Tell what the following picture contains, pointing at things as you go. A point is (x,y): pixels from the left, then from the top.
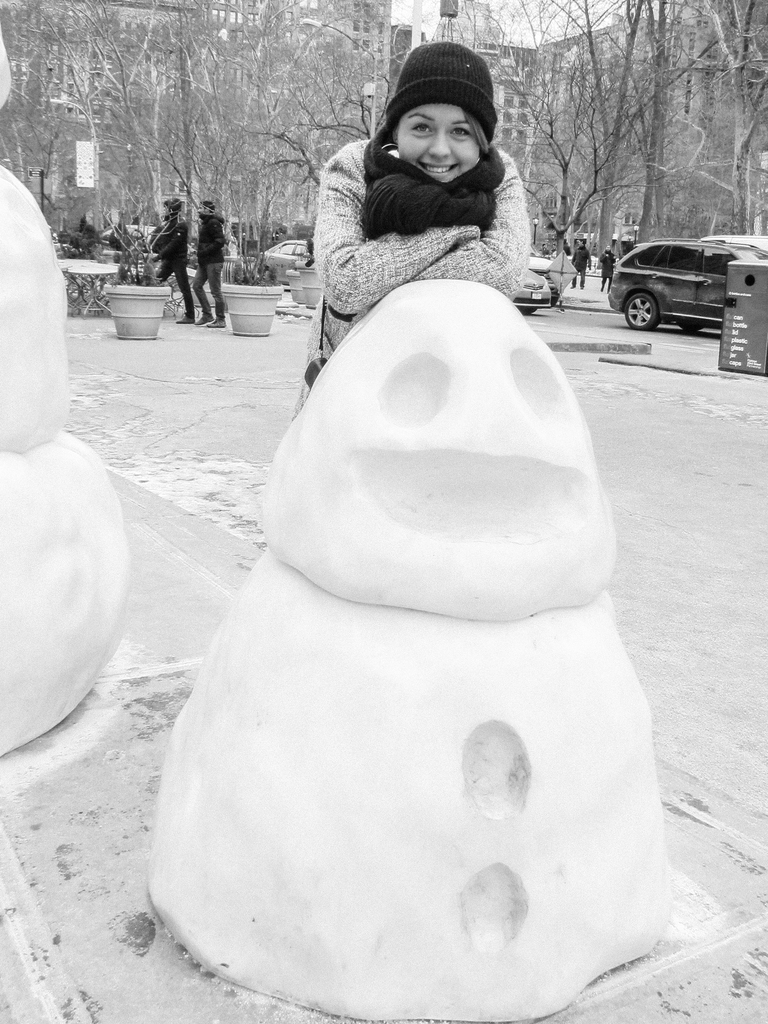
There is a lady (429,221) wearing scarf (485,168) and cap (483,100) is smiling. She is standing near to a snowman (359,436). In the back (223,295) there are pot (238,285) with plants (260,246), trees (271,239), people (583,269) and vehicles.
